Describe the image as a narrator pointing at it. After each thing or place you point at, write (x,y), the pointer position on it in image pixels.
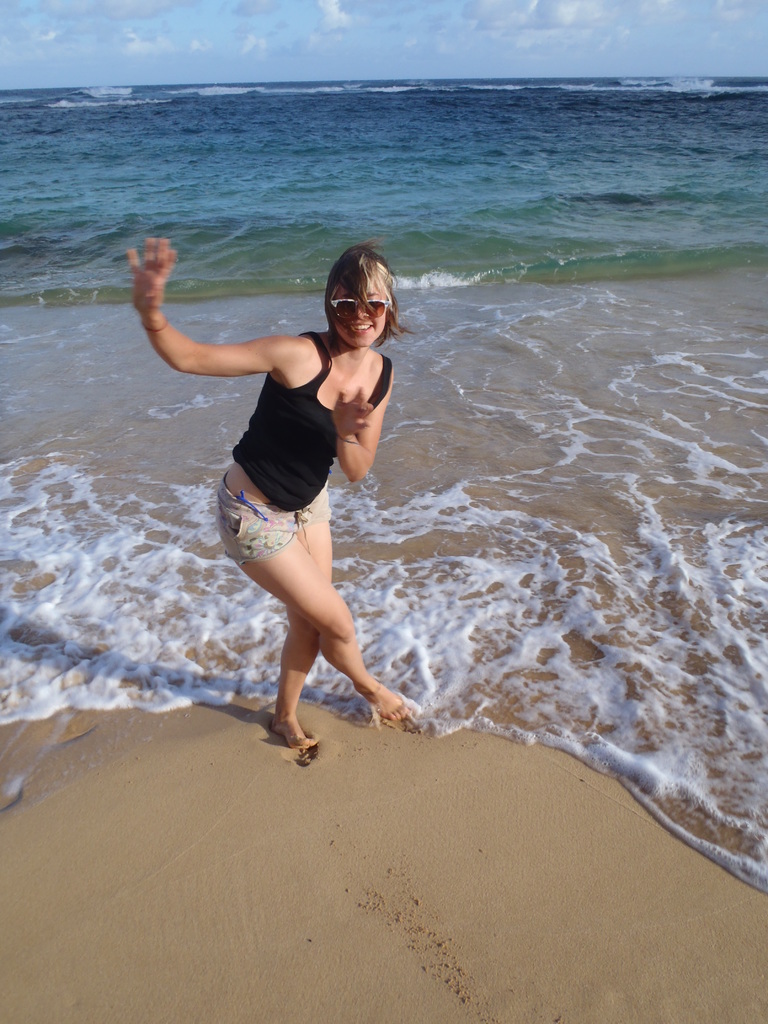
A woman (298,501) is standing wearing a black vest (308,428) and shorts (251,531). There is water (215,237) at the back (196,201).
